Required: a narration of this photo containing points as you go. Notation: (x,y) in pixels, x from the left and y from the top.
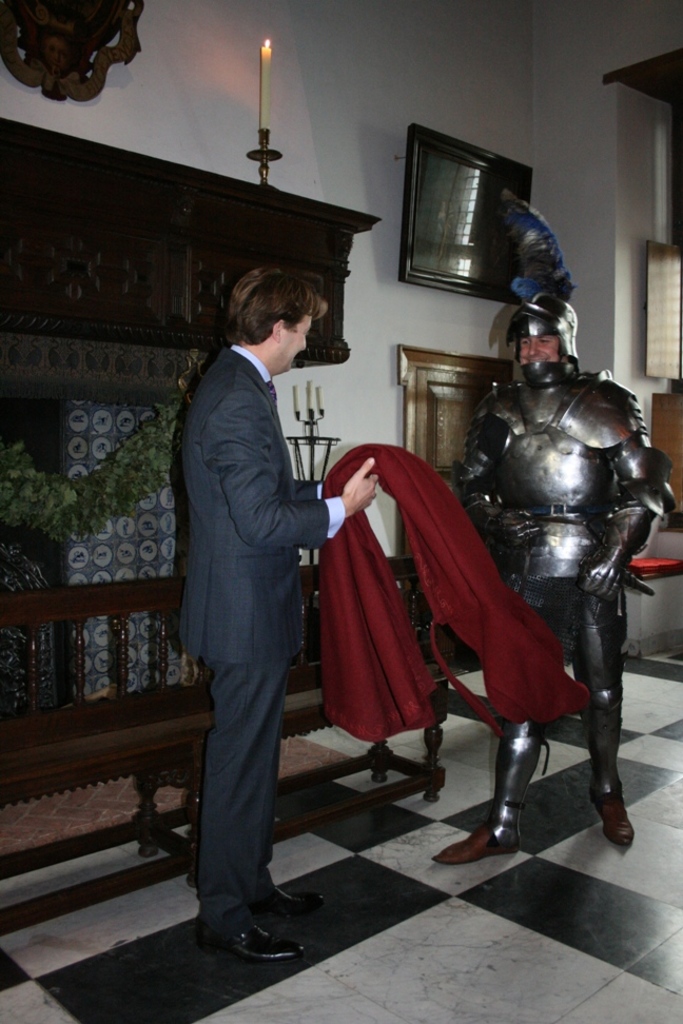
In this image, I can see a person (265,834) standing on the floor (268,996) and holding a cloth (486,604). On the right side of the image (592,624), I can see another person (547,607) in a warrior costume (550,581) and those are wooden doors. In the background (275,154), I can see a wooden bench (147,706), candles (294,388) with candle stands (296,443), a wooden object (59,267), photo frames (493,236) attached to the wall (460,114) and few other objects (50,579).
